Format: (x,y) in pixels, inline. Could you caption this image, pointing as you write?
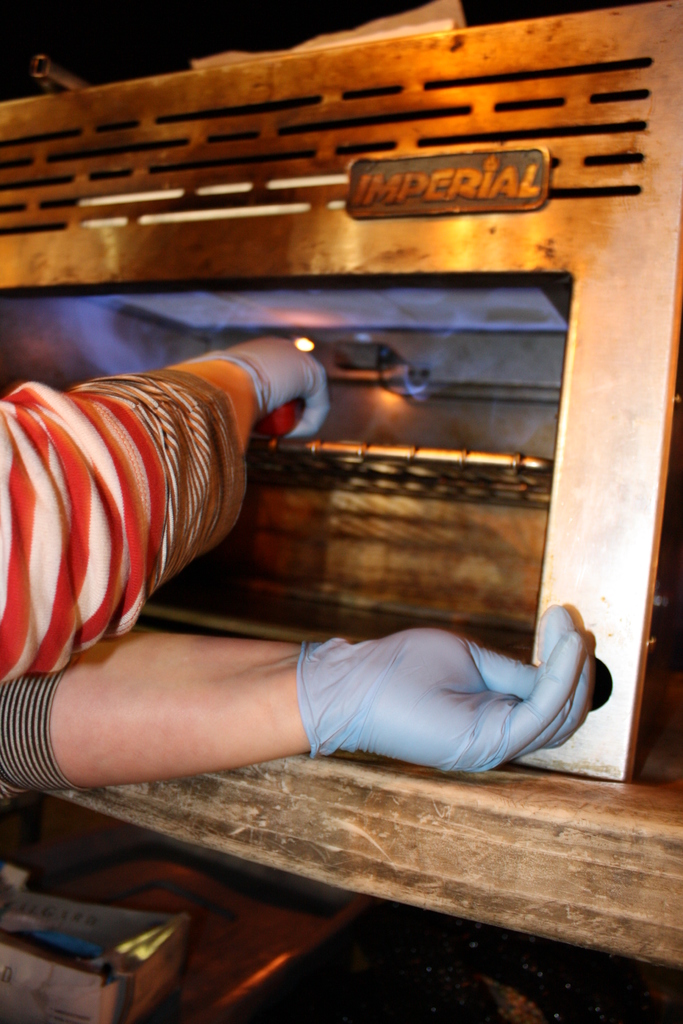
As we can see in the image there is a human hand (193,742) and an oven (514,405).
